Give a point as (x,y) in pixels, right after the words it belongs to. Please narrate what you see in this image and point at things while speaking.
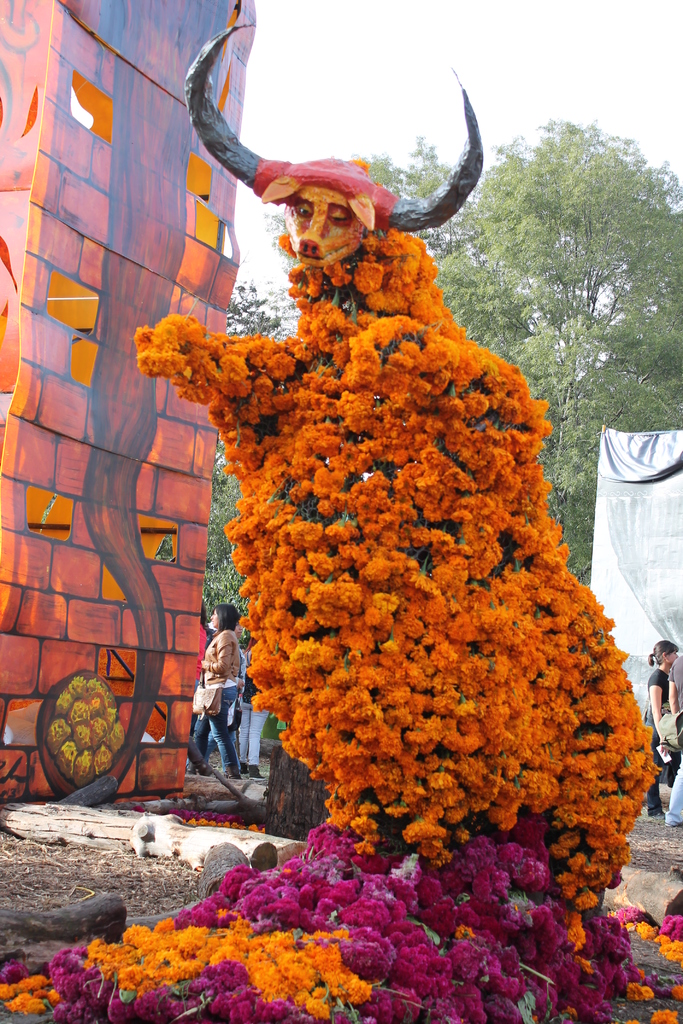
In this image there is a statue (416,513) decorated with full of flowers (334,721), and there is a banner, board (74,541), group of people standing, trees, and in the background (368,129) there is sky (580,95).
